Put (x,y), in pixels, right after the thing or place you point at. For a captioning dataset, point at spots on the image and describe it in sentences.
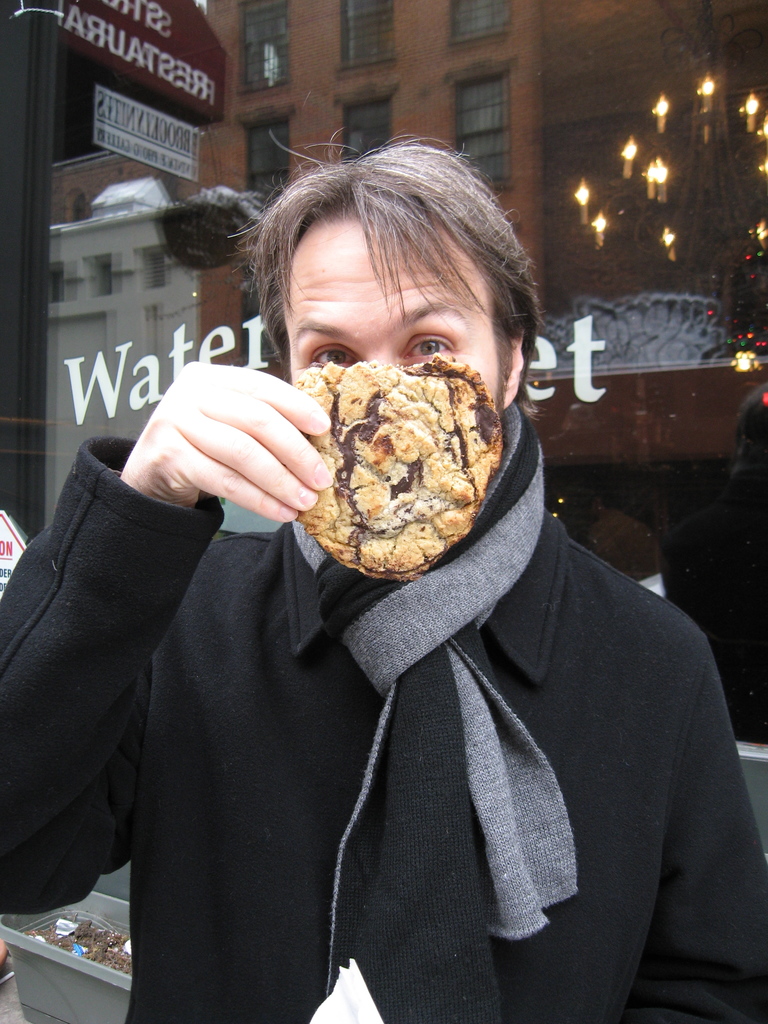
In this image, I can see the man (404,721) standing and holding a food item (361,535) in his hand (312,402). In the background (155,201), that looks like a glass door (579,236) with the letters (585,375) on it. I can see the reflection (222,218) of the building's (133,192), name board (163,133) and candle chandelier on the glass door (644,357). At the bottom left corner of the image (107,947), that looks like a flower pot (89,944).
